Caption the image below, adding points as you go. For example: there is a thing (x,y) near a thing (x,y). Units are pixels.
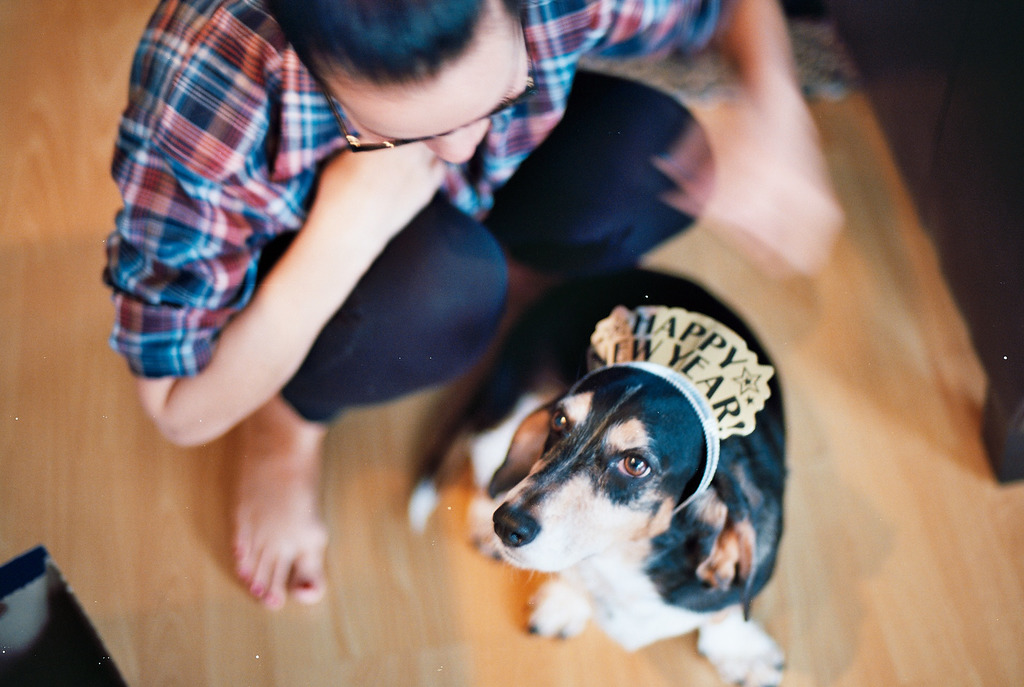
In the image there is a guy (395,233) sat on squatting position and there is a puppy dog (573,431) in front of him and it had a hair clip (679,338) which says happy new year on it. The floor (80,18) is of maple wood (324,655).
